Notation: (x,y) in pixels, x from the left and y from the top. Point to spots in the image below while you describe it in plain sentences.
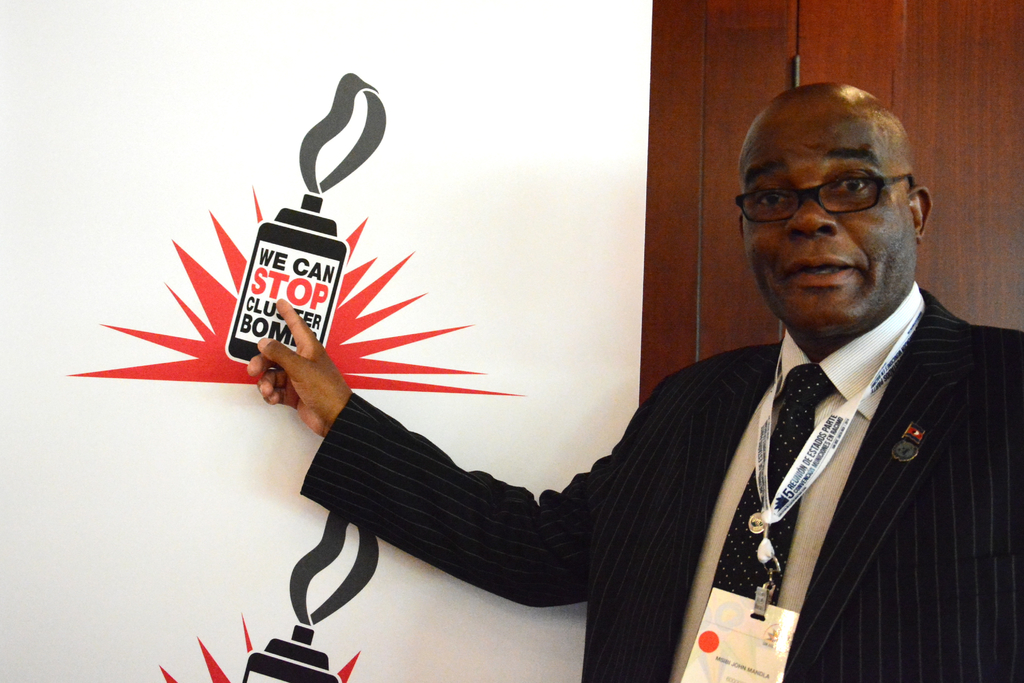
In this picture we can see a man (637,524) with a tag (740,628). Behind the man (746,453), it looks like a wooden door (714,315). On the left side of the man (699,485), there is a sticker (215,337) on the wall (28,334).
